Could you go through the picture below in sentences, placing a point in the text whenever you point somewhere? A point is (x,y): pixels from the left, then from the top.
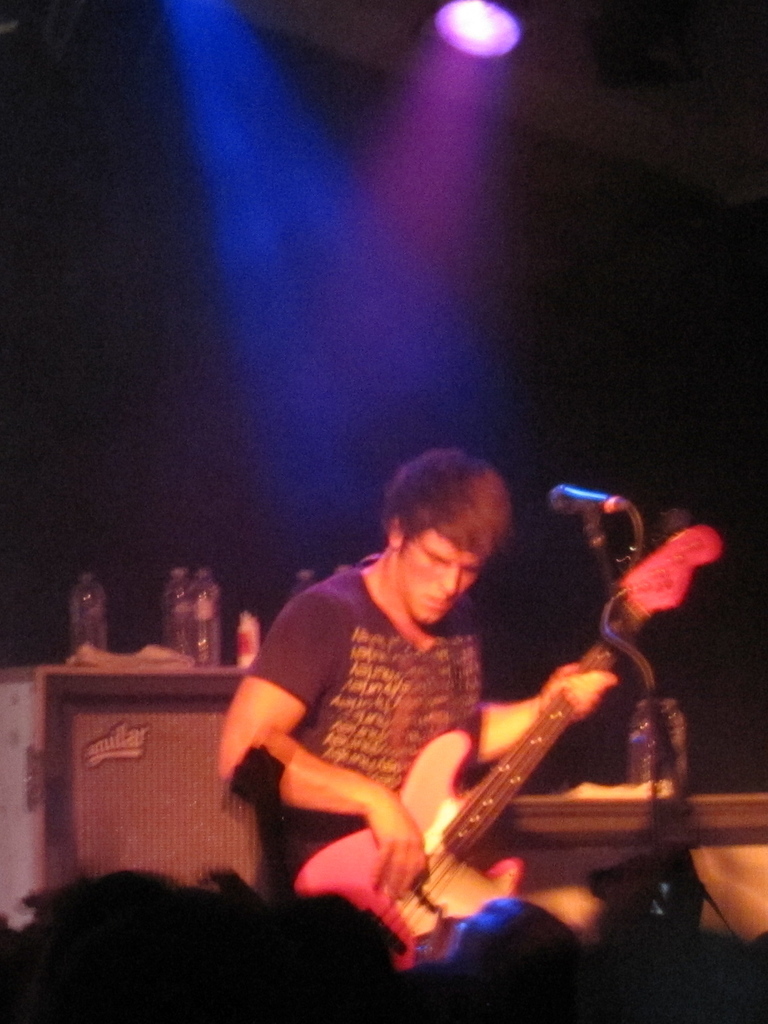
In this image we can see there is the person (463,634) playing guitar (490,780) and there is the mic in front of him. And at the back (625,829) there is the table (186,740), on the table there are bottles (212,631) and paper (155,653). And at the top (477,42) there are lights (447,205).
